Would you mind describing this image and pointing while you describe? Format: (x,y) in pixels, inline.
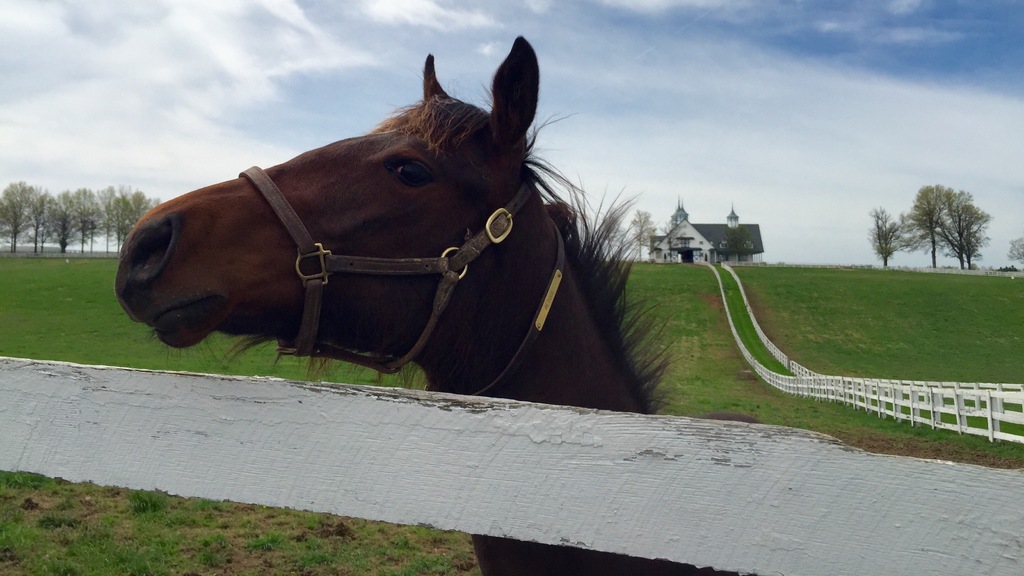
In this image, I can see wooden fences (867,395), grass (715,332) and a horse (242,337) with a nose belt (298,232). In front of the horse (382,236), I can see a wooden plank (624,474). In the background (49,212), there are trees (635,222), a house (682,233) and the sky (661,224).
